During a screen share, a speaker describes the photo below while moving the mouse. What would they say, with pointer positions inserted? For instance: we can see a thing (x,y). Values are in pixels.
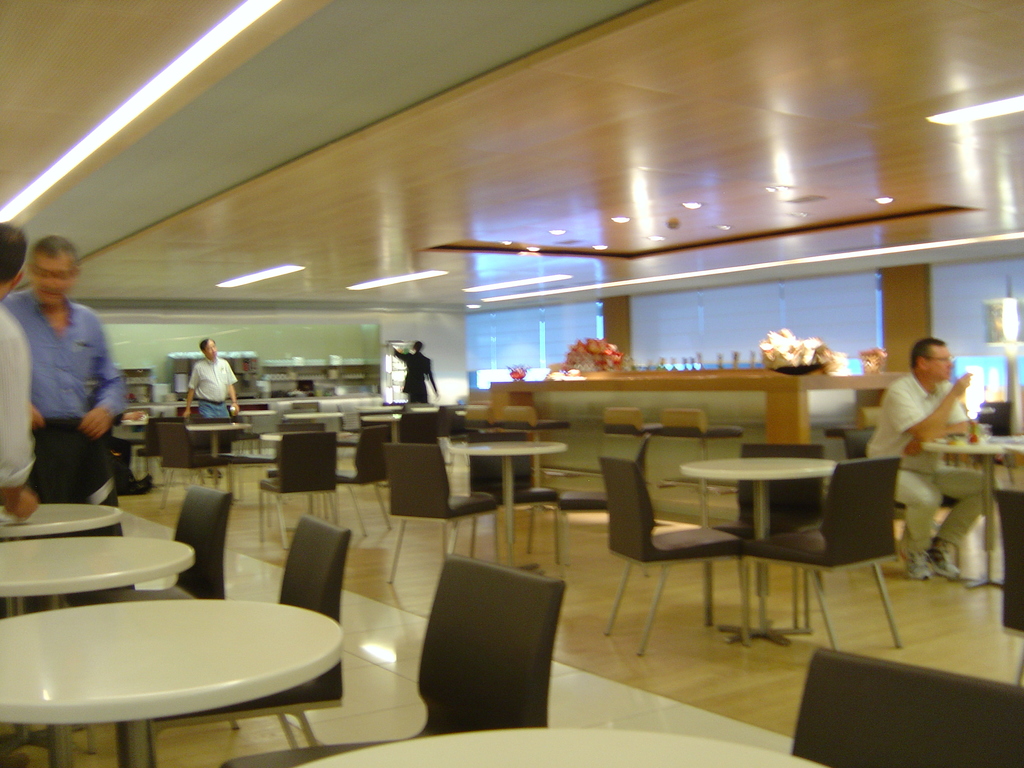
In this picture these person (228,375) are standing. There is a person (911,484) sitting on the chair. We can see tables (495,449) and chairs (479,679). This is floor (661,666). On the top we can see lights (431,275). On this background (331,336) we can see wall (236,343). there are flowers (778,349).
